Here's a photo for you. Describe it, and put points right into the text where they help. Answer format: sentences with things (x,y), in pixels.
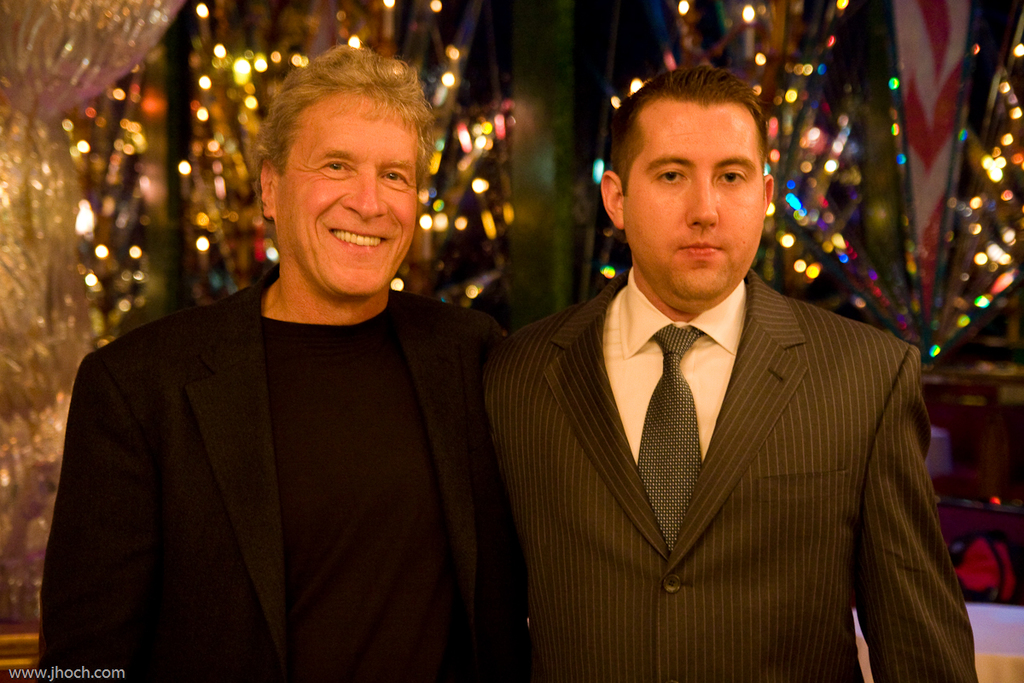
In this picture we can observe two men (661,369). One of them was smiling. Both of them were wearing coats (525,477). In the background (796,172) there are some lights (775,153) and curtains (66,43) here.
